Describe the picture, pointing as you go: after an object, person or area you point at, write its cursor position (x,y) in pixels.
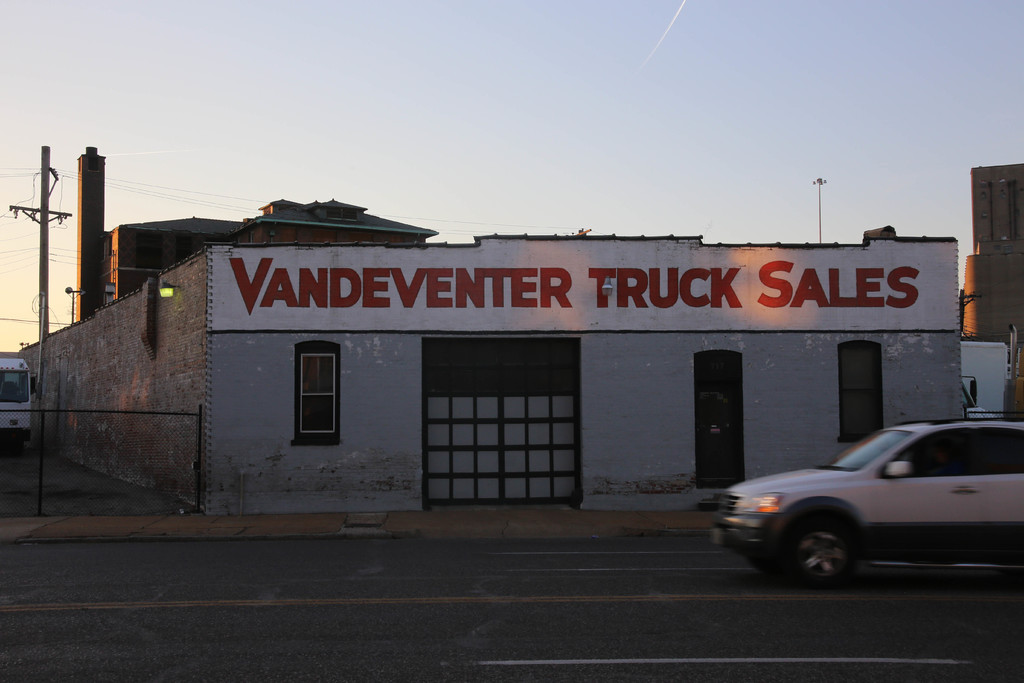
This image is taken outdoors. At the bottom of the image (287,586) there is a road (295,590). On the right side of the image (850,458) a car (756,502) is moving on the road (657,554). At the top of the image (470,104) there is a sky (847,145). On the left side of the image (23,380) a vehicle (29,397) is parked on the road (40,458) and there is a pole (43,257) with wires (208,204). In the middle of the image (472,311) there is a room (323,279) with a few walls (390,396), windows (867,386), doors (497,408), roof (170,229) and a board (550,302) with text (566,281) on it.
